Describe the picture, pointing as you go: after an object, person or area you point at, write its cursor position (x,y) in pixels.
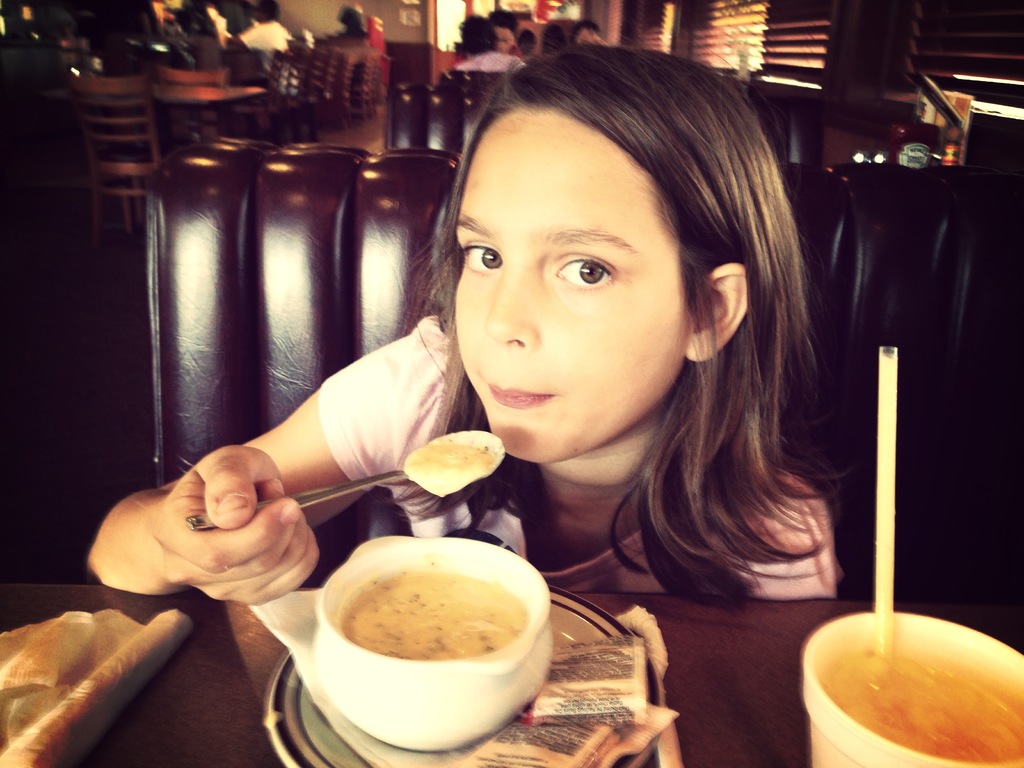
In this image we can see few people (603,449). A person (733,440) is eating the food (413,640). There is some food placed on the table (752,748). There are few tables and chairs (952,177) in the image. There are few objects (954,140) at the right side of the image (944,148).
